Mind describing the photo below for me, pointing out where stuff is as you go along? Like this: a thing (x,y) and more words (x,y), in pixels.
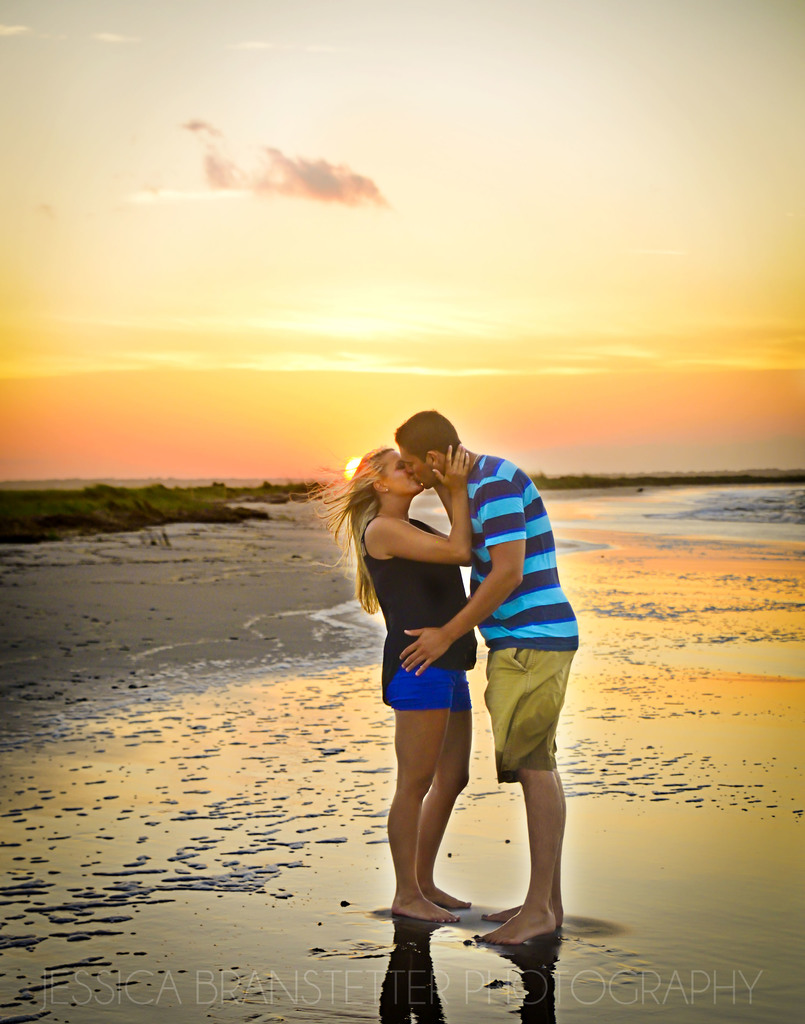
In this image I can see two people (439,609). I can see the water (681,723). In the background (173,484), I can see the trees (154,506) and the sun (351,468). I can also see the clouds (341,172) in the sky (344,157).
